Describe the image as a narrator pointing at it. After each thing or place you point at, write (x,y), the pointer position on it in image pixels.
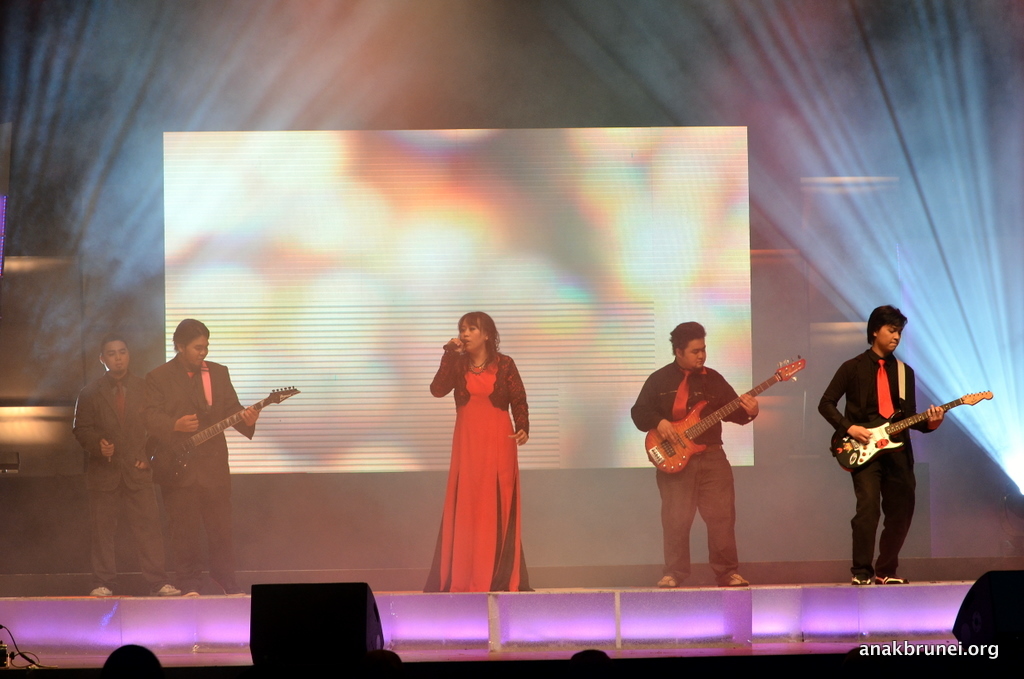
In this image we can see a group of people (899,469) standing on stage (338,549). One woman (486,394) is holding a microphone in her hand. Some persons (891,405) are holding guitars (844,450). In the foreground (297,634), we can see the speakers (313,634). In the background (978,310), we can see some lights (797,245) and screen (622,239). At the bottom (969,643) we can see some text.
